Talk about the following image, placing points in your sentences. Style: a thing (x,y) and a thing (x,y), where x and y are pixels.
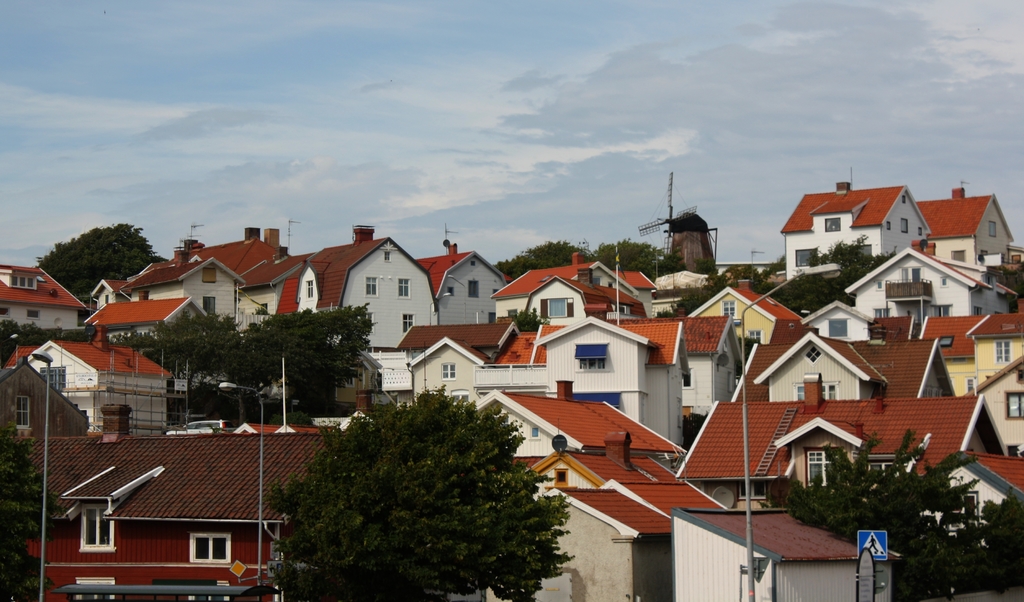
In this picture we can see trees (803,504), poles (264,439), signboard (866,550), ladder (762,468), buildings (414,375) with windows (762,483), some objects (687,222) and in the background (536,37) we can see the sky (635,168).
